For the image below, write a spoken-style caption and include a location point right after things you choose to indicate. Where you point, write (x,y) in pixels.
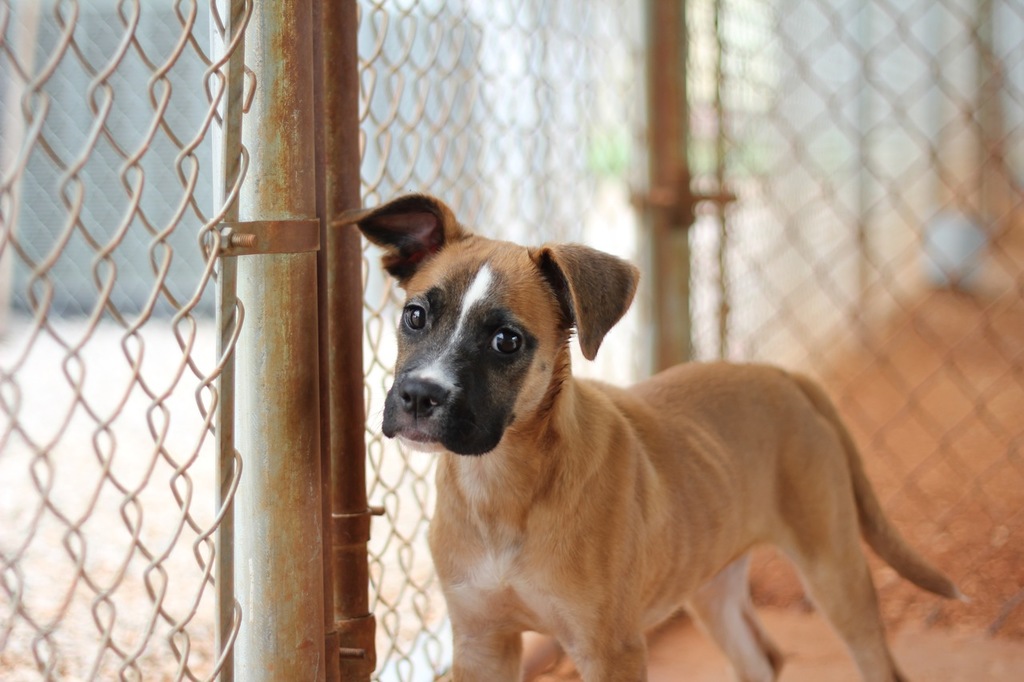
In this image there is a dog (560,438) which is standing beside the fence (363,271). On the left side (180,312) we can see there is a grill (49,274), beside the grill (141,189) there is a pole (283,203).
